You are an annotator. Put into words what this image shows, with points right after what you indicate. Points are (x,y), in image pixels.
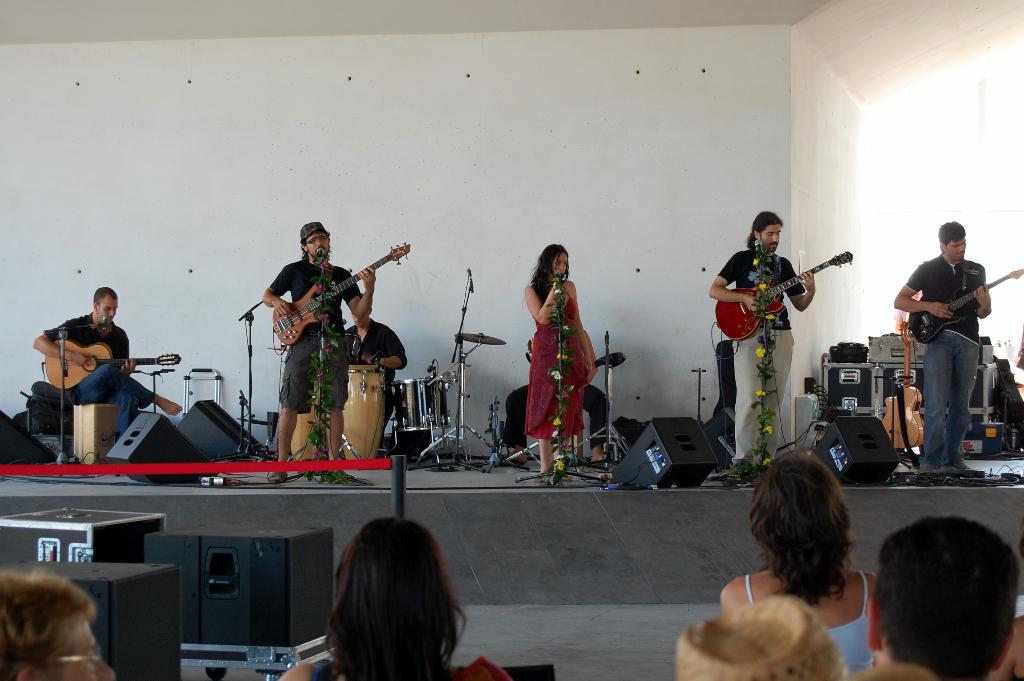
On this stage (951,497) this 4 persons (344,293) are standing. These 3 persons (311,333) are playing guitar (296,337) in-front of mic (323,254). These 2 persons (111,339) are sitting and playing musical instruments (353,389). This woman (577,423) is standing and singing in-front of mic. These are audience (903,635). These are boxes (166,575).
